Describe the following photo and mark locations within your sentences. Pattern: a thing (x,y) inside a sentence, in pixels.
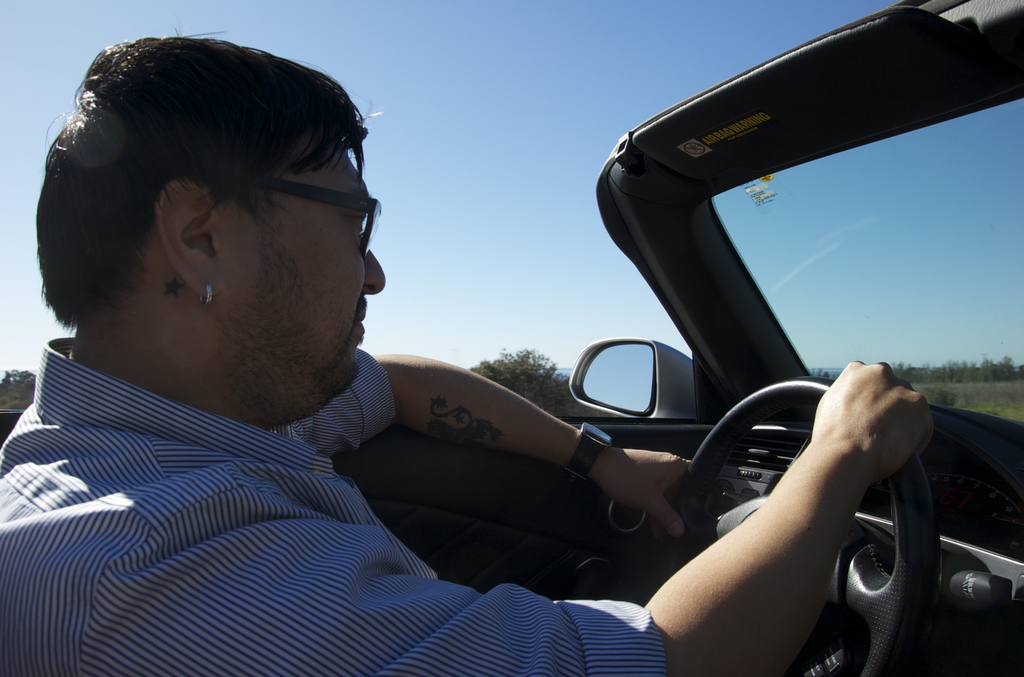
In this image I can see a person (448,375) riding a vehicle (725,483). Also there are trees (513,365) and in the background (621,69) there is sky (488,30).
